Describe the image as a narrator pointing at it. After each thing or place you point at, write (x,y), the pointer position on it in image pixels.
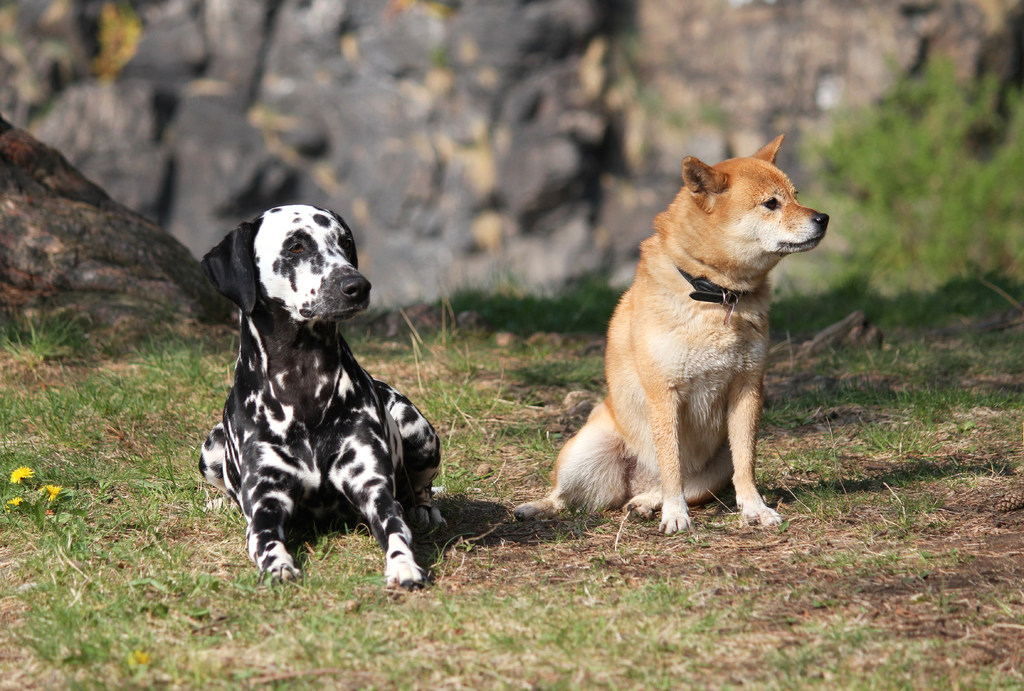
This image consists of two dogs (629,405) in black and brown color. At the bottom (583,617), there is green grass (583,651) on the ground (493,552). In the background (387,123), there are rocks (304,88).
